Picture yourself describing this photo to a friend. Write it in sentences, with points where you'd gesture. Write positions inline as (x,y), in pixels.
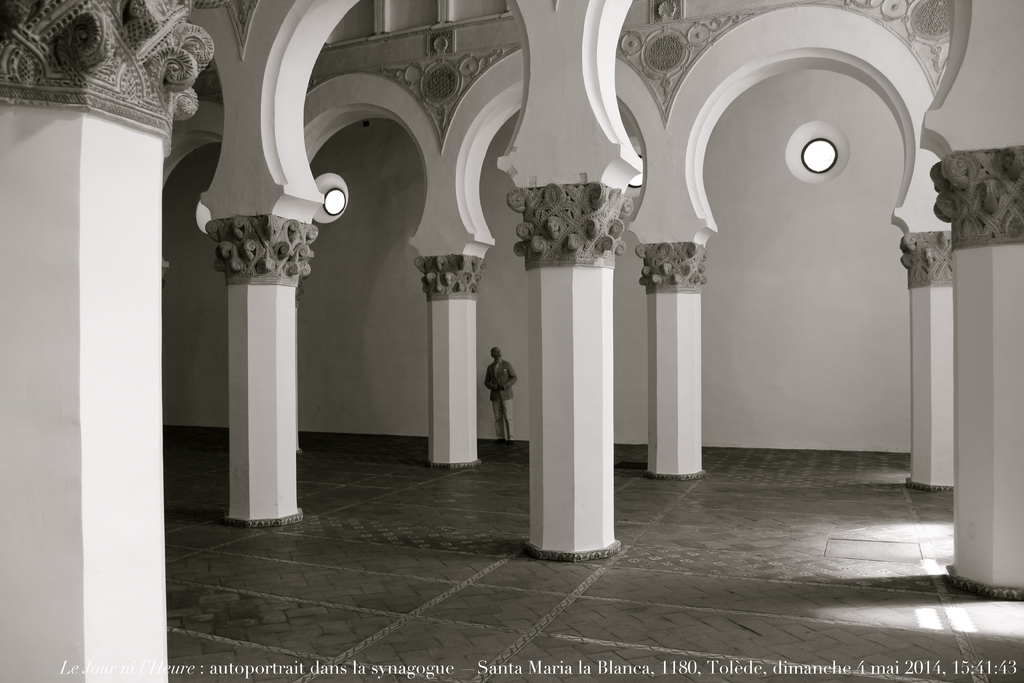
This image is a inner view of a building (441,276) as we can see there are some pillars (579,278) in middle of this image (656,270) and there is one person (496,387) standing in middle of this image (515,397) and there is a wall (518,399) in the background (768,269). there is a floor (438,619) at bottom of this image (438,601) and there is some text (556,674) written at bottom of this image (757,667).
